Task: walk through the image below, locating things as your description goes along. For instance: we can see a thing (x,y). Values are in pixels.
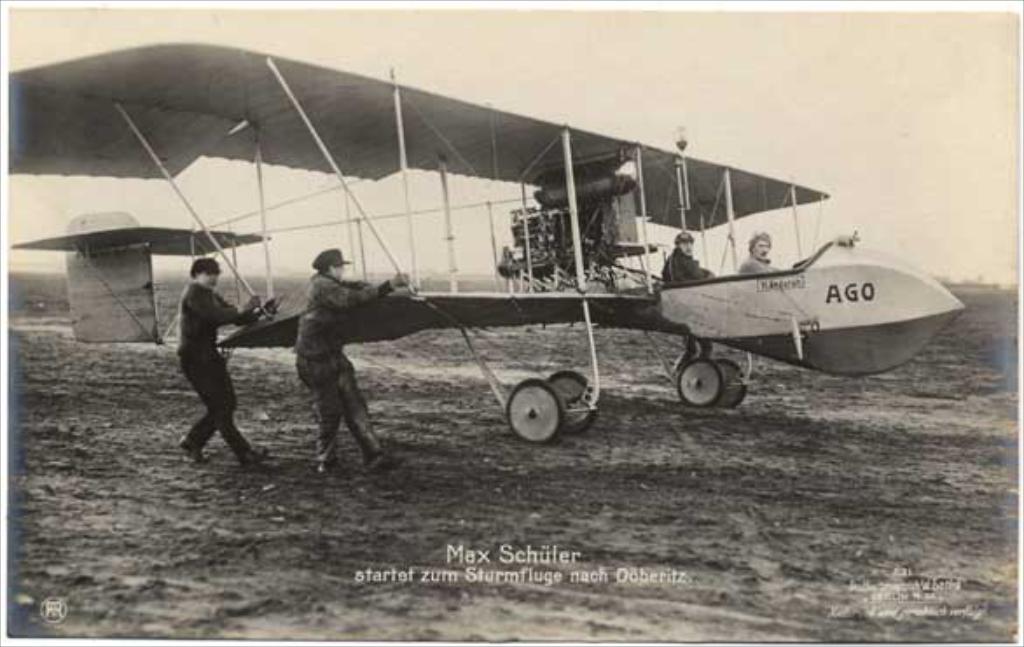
It is the black and white image in which there is an old aircraft (658,299) on the ground (586,363). Beside it there are two people (319,327) who are holding the wings (395,302). There are two people (676,270) who are sitting in the aircraft (759,279). At the bottom (411,544) there is sand (506,528).
